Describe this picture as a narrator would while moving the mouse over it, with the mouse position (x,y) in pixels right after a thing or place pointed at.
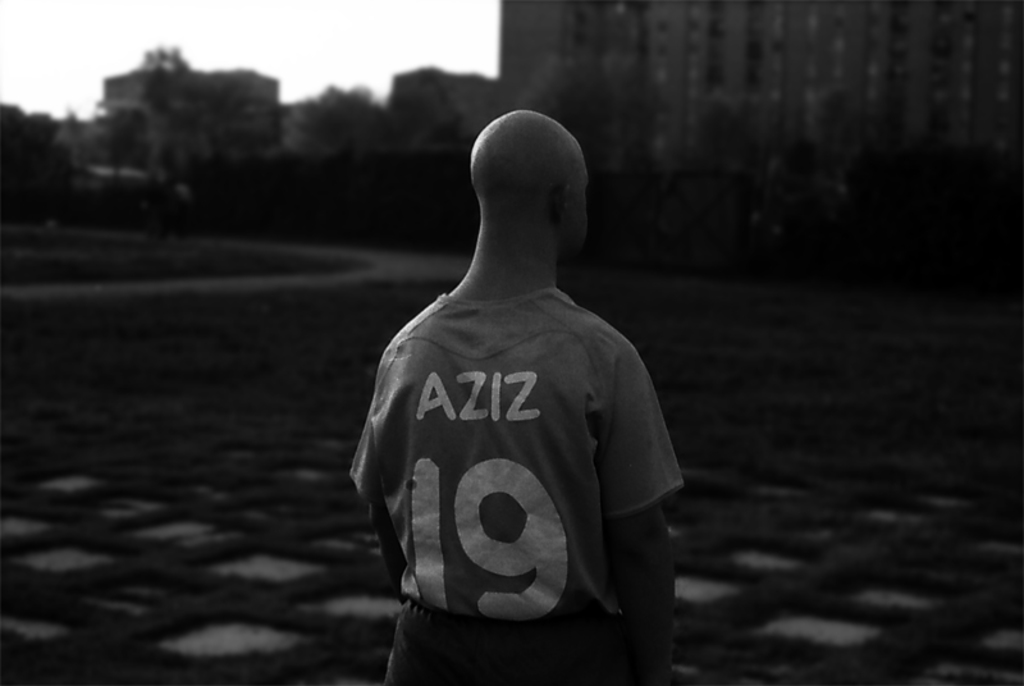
Black and white picture. Here we can see a person (496,296). Background (272,42) it is blur. We can see buildings (757,114), trees (349,123) and sky (305,31).
